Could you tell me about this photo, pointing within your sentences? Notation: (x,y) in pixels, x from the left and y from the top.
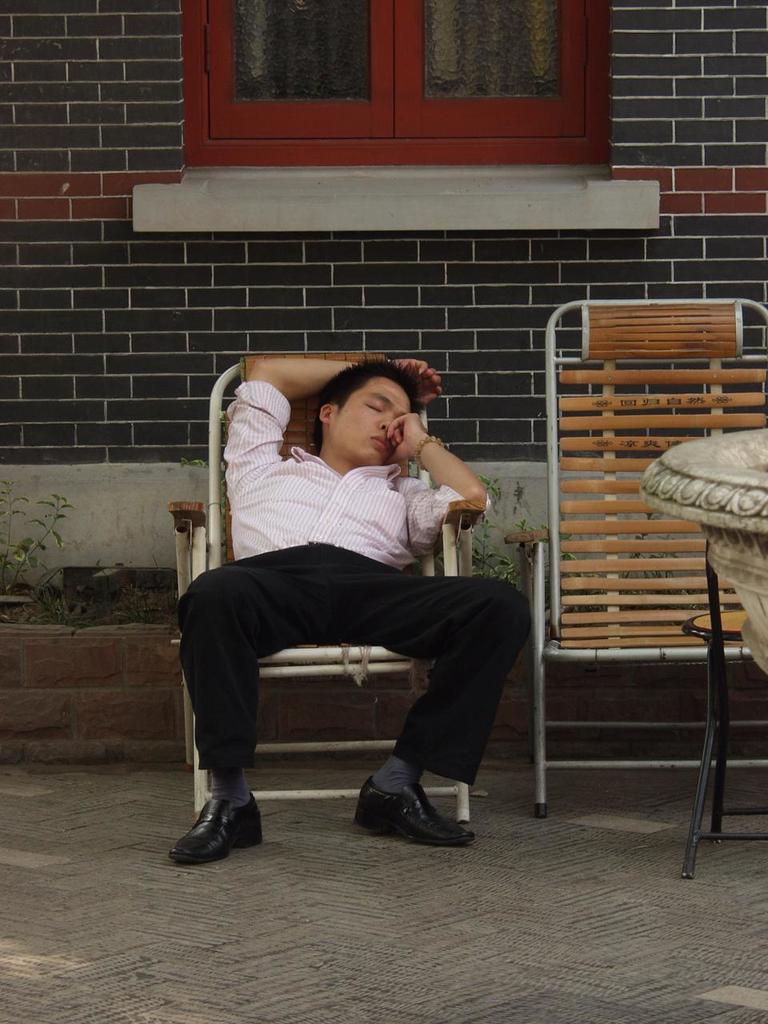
In the image there is a man (286,593) sleeping in a chair (272,747) and beside him there is an empty chair (596,532), in the background (206,420) there is a wall (152,305) and there is a window (401,80) in between the wall (16,278).
